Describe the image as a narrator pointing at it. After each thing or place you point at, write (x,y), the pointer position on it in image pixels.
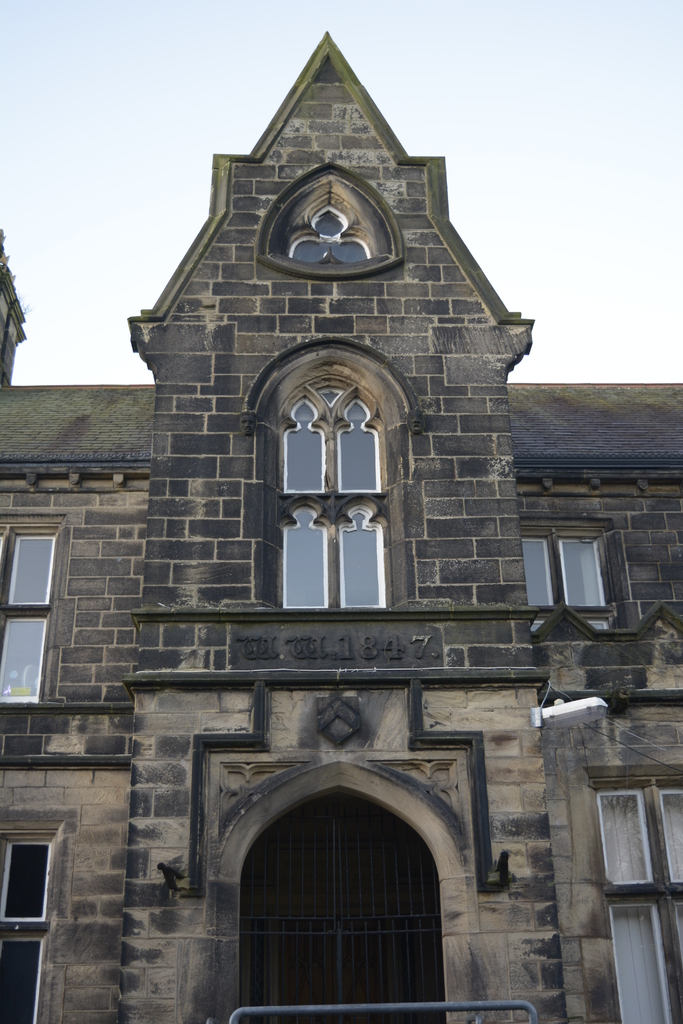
In this picture we can see a building (298,559) with windows (290,549), doors (374,851) and in the background (613,128) we can see the sky (233,97).
